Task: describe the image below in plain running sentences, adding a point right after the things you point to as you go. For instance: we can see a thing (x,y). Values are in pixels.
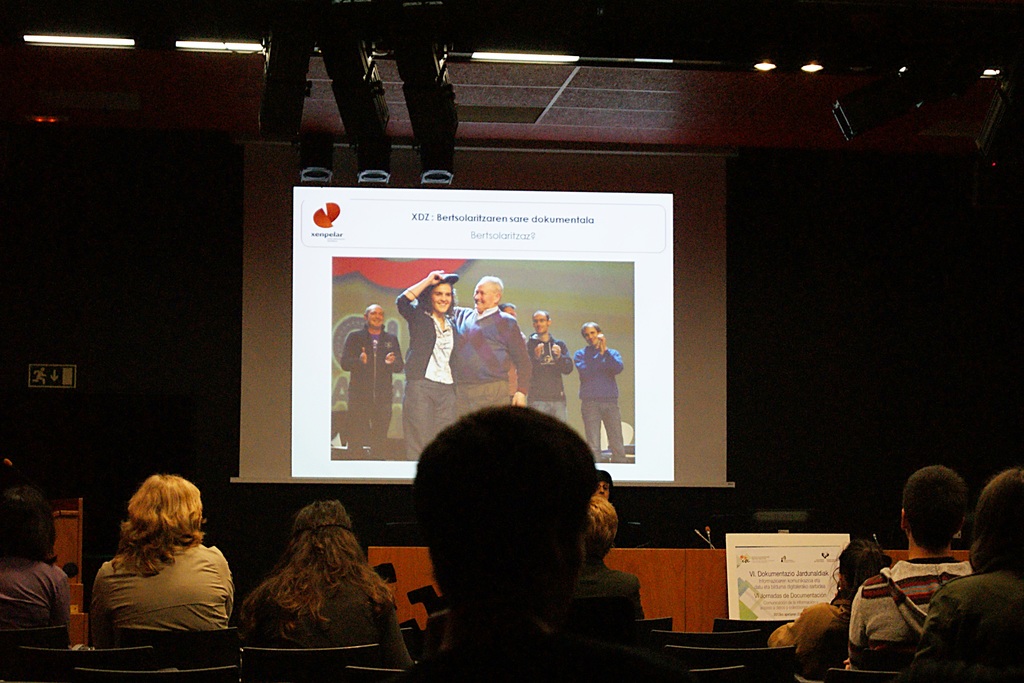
In the foreground of this image (526,558), there is a person's head (517,576). In the background (893,589), there are persons (314,579) sitting on the chairs (255,661), a screen (477,257), few lights (555,61) to the ceiling (643,88) and the dark background (59,340).
